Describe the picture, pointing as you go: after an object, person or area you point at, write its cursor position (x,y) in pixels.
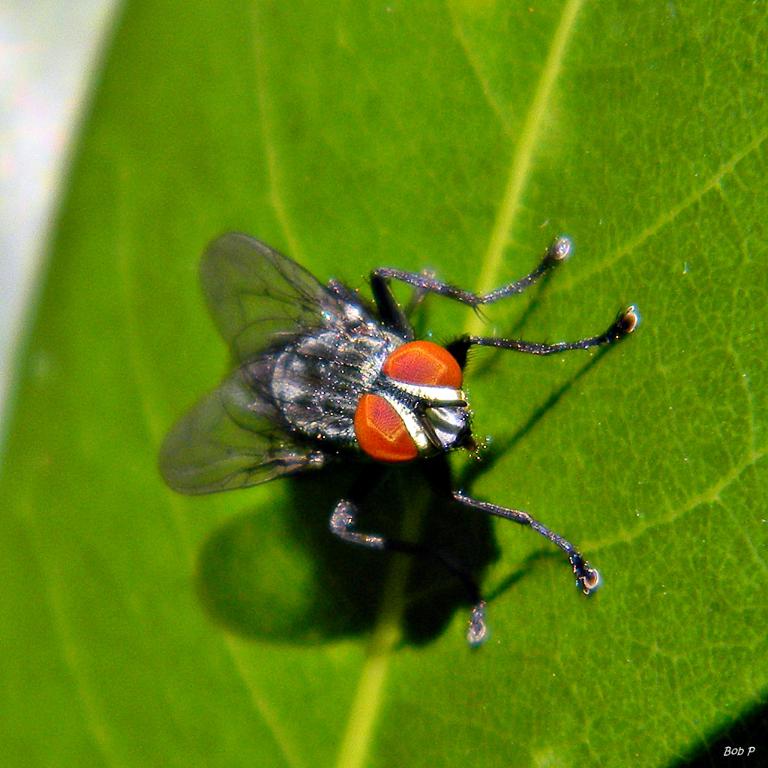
In this image I can see a green colour leaf (352,719) and on it I can see a black colour housefly (336,374). I can also see this image is little bit blurry from here.
